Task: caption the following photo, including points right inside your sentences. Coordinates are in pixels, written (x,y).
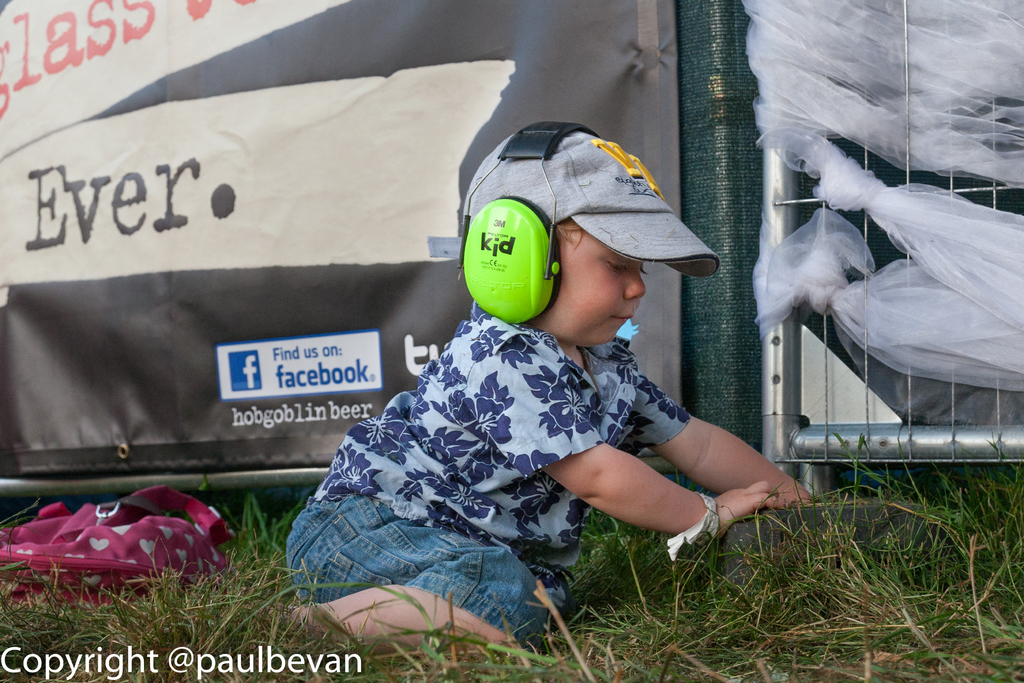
In this image there is a kid (434,507) playing on the ground (625,583) by wearing the headphones (478,248) and cap (590,188). Behind him there is a banner (217,140). On the right side (913,256) there are covers (963,256) which are kept in the grill (930,171). At the bottom (791,664) there is grass (175,621). In the grass (164,633) there is a bag (103,550).
